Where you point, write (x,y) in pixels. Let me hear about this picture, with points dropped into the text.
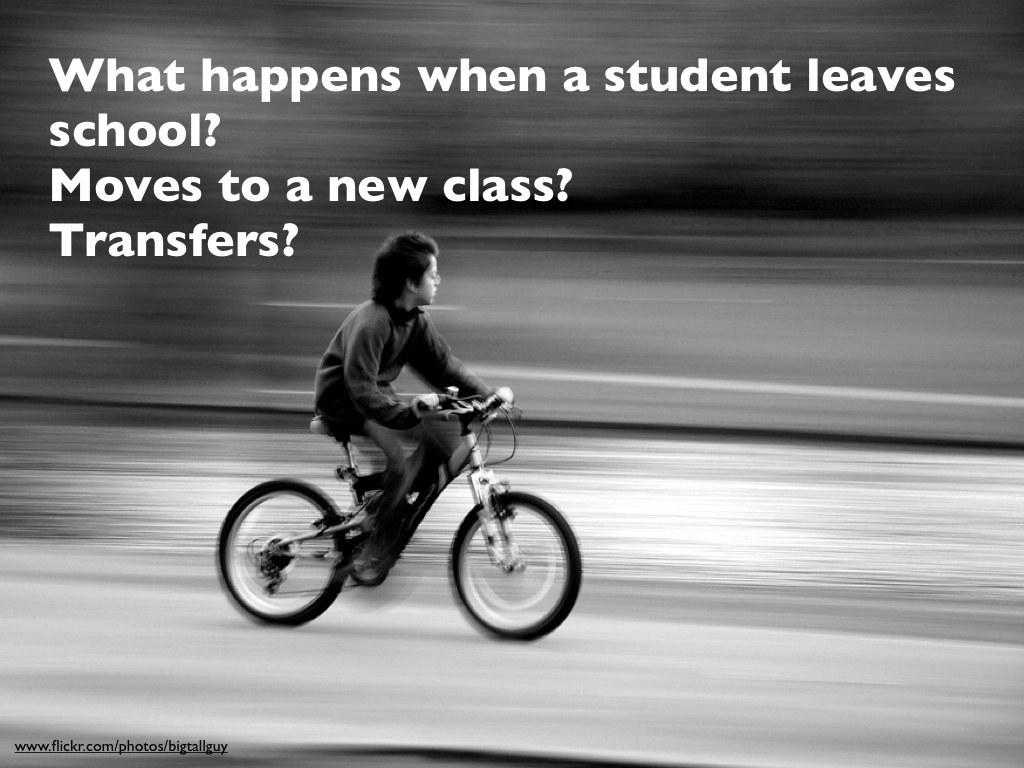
In this image there is a boy (431,369) riding a bicycle (492,408) in the street (923,605) and there is a dark back ground (837,32).
